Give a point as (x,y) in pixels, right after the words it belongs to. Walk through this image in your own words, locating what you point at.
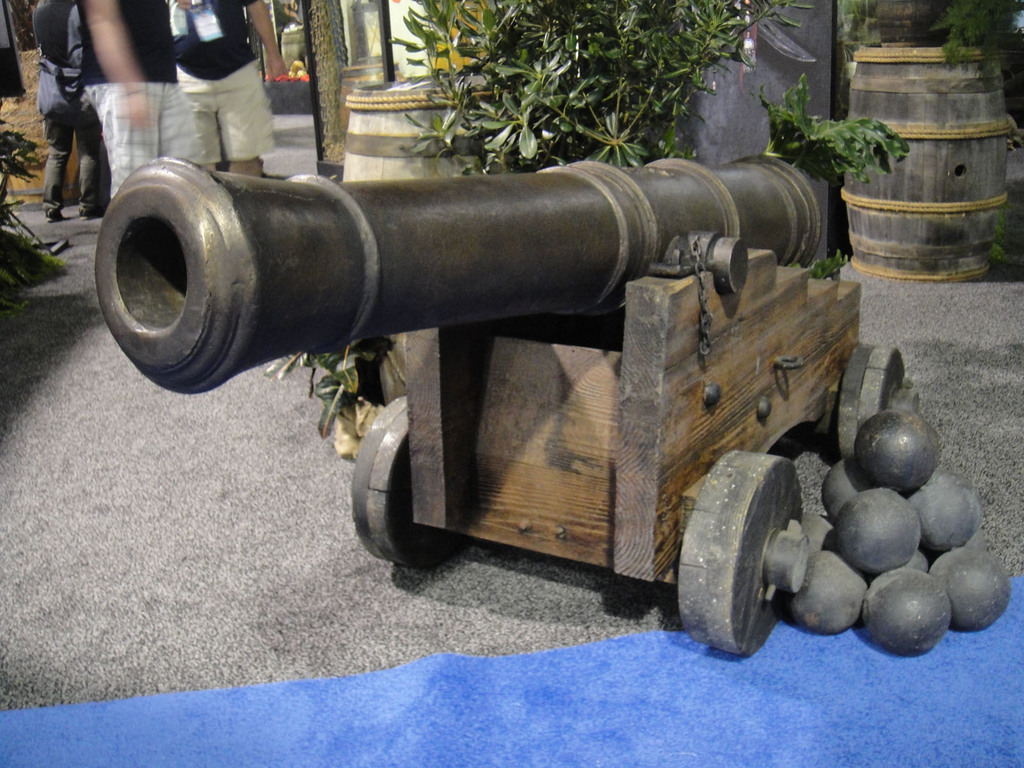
This image is taken indoors. At the bottom of the image (279,645) there is a floor (108,488) with a mat (751,715). In the middle of the image (647,456) there is a weapon (364,293) and a few balls (863,576) on the floor (912,372). On the right side of the image (979,153) there is a barrel (875,218). At the top of the image (620,17) there are a few plants (662,138), a barrel (424,103) and a few people (127,155) are standing on the floor (196,469).
